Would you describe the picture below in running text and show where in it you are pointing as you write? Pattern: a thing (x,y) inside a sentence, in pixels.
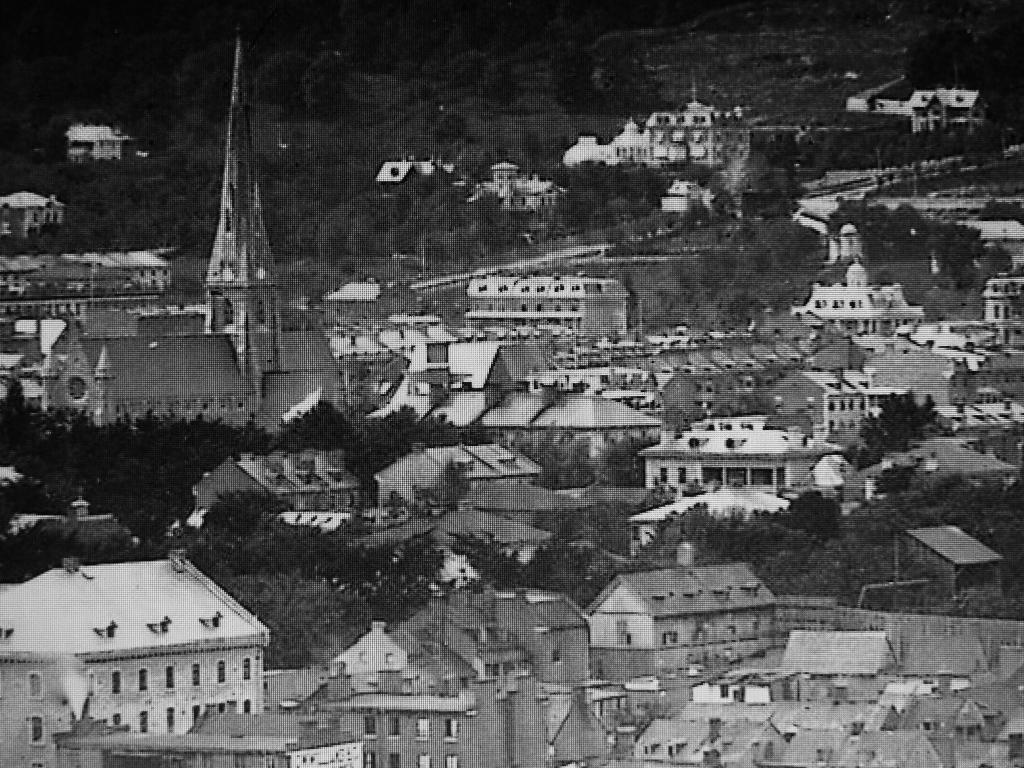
It looks like an old black and white picture. We can see there are houses (555,289) and trees (442,432). Behind the houses (421,356), it looks like a hill (656,70).
